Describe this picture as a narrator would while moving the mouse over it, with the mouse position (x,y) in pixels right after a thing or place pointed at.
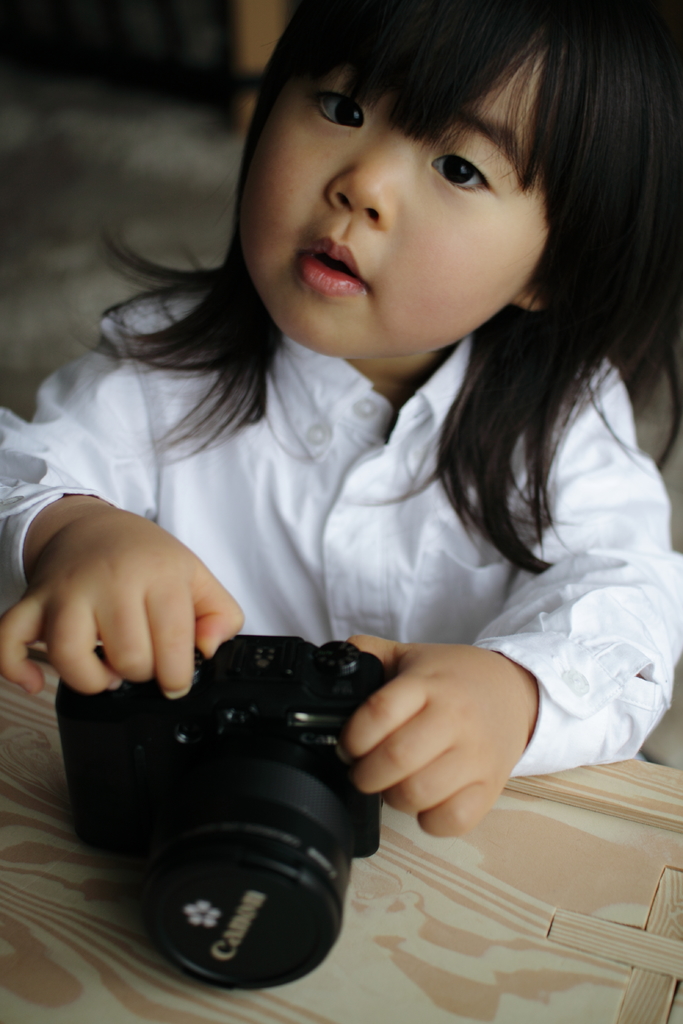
A girl (402,552) is holding a camera (279,785) and camera (283,911) is placed on a table (540,895). And girl (347,418) is wearing a white shirt (307,486).
